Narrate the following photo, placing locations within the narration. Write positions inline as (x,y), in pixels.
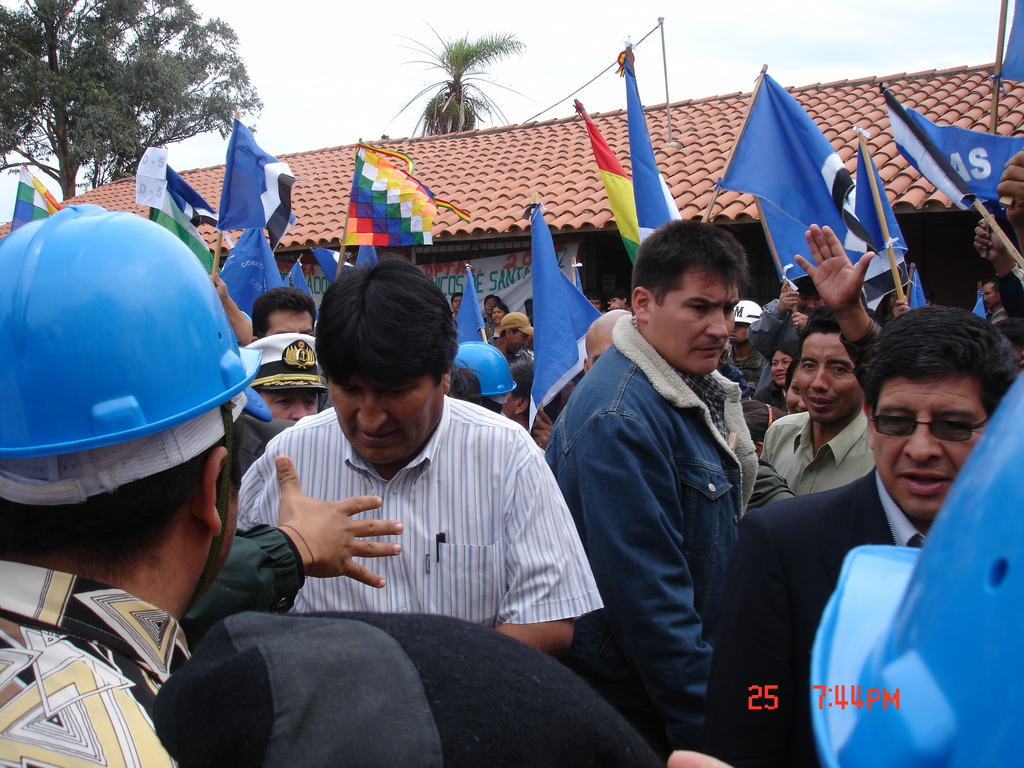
In this image I can see group of people (847,386) standing and they are holding few flags (631,236) and they are in multi color. In the background (553,183) I can see the shed (456,141), few trees (459,125) in green color and the sky (326,77) is in white color.
